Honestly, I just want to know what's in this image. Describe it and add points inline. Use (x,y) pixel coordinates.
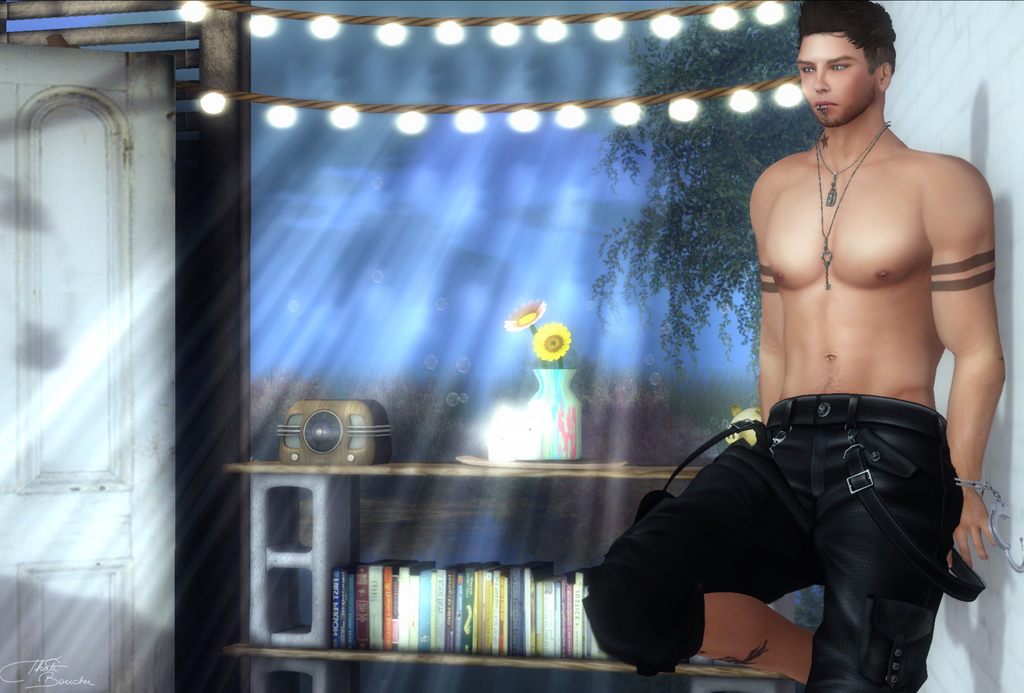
In this image, we can see animation of a man (850,418) and in the background (564,405), there are lights (749,89), trees (628,132), flower vase (549,409), tape recorder (332,436), door (110,382) and there are books (485,613) in the shelf (480,620).
